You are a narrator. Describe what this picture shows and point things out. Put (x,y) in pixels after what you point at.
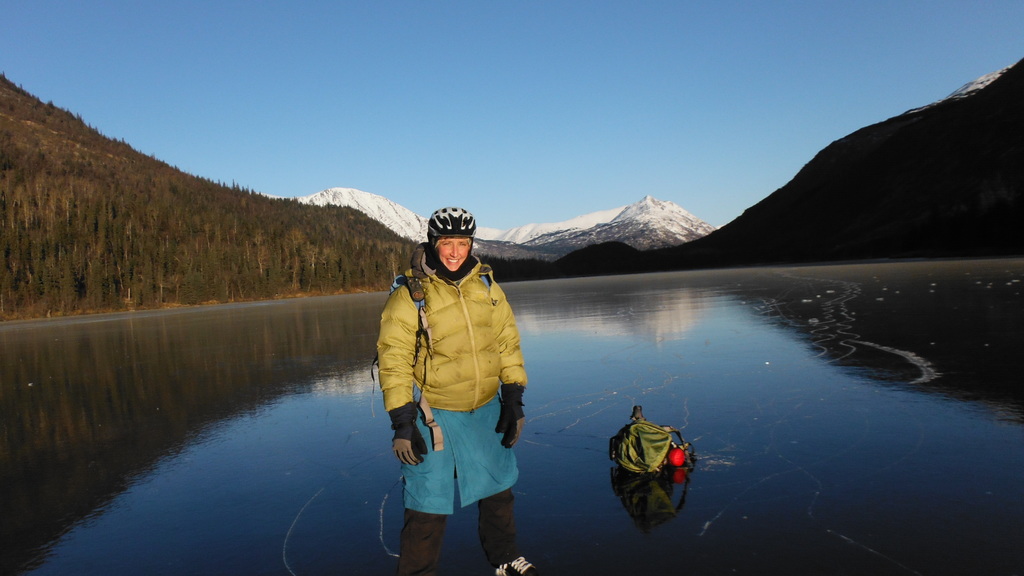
In this image in the middle (440,373) a person (464,307) is standing wearing winter clothes (453,396) and carrying a backpack (421,292). There is a bag (654,429) on the water body (677,358). There are trees (391,249) and hills (946,139) in the background (67,195). On the hills (387,206) there are trees (51,195) and snow (412,223). The sky (580,184) is clear.
